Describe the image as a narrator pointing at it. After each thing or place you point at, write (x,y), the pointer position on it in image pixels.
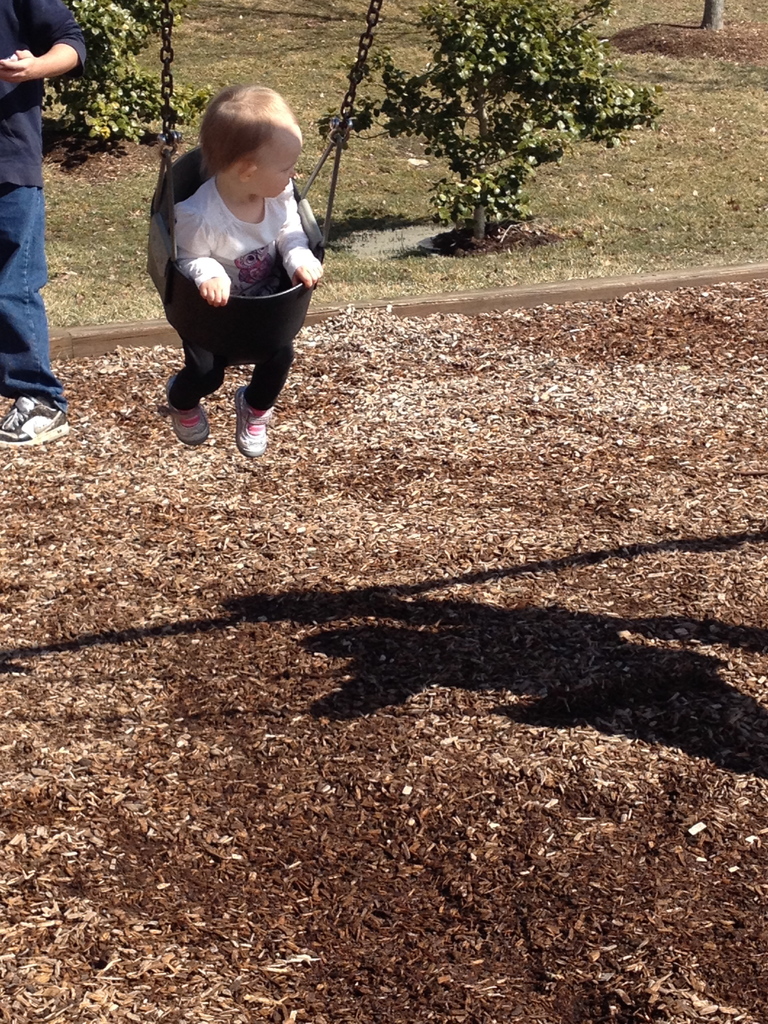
In this image there is a boy (266,226) sitting on a swing (244,311), there is a person (32,187) towards the left of the image (32,165), he is holding an object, there is ground (360,914) towards the bottom of the image (420,918), there are dry leaves (233,717) on the ground (492,579), there are plants (473,58) towards the top of the image (523,56), there is grass (652,150) towards the top of the image (281,46).
